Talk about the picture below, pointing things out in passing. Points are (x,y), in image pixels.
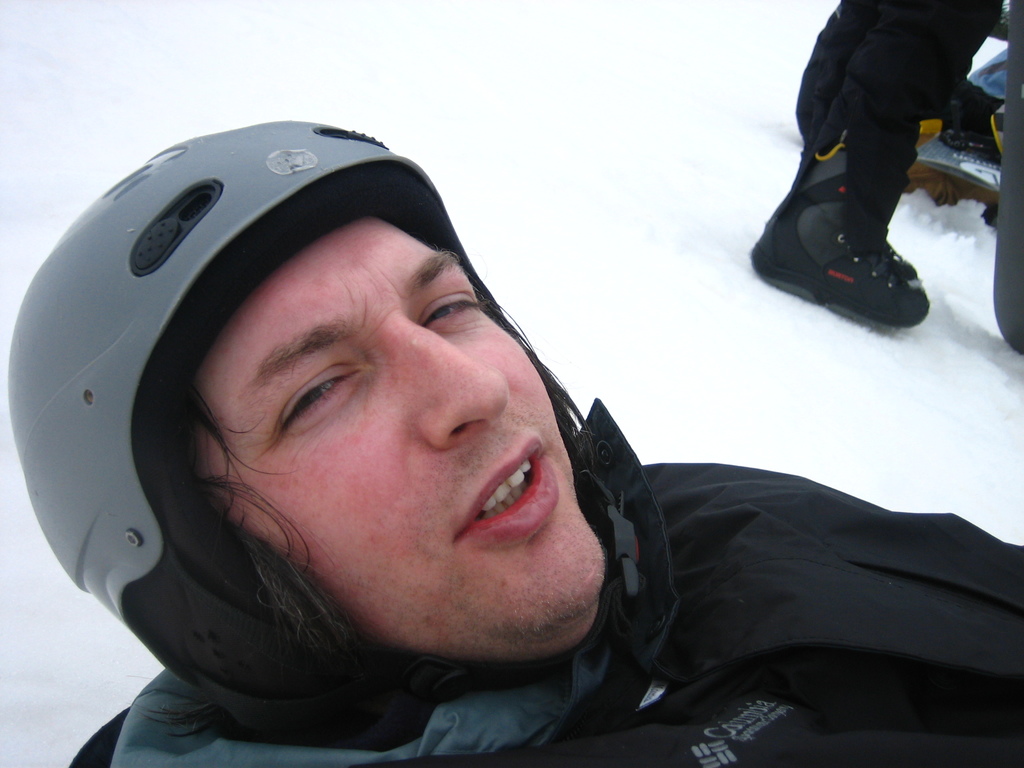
This is a picture of man (701,651) wearing a jacket (828,683) and a helmet (245,217), he is in snow (460,119). To the top right (894,45) there are persons legs (828,254) and ski boards (952,172).
